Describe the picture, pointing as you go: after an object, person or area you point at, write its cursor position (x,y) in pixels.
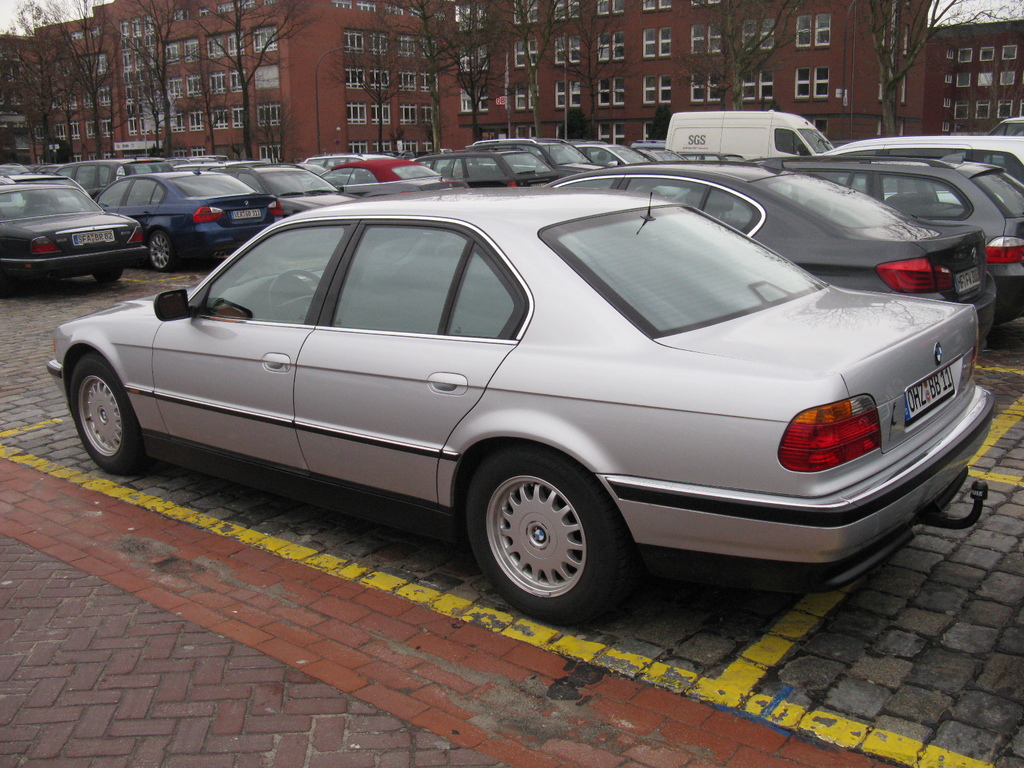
In this image I can see number of cars (587,297) which are silver, black, red and blue in color on the ground (459,549) and I can see a van (764,115) which is white in color. In the background (370,113) I can see a building (356,116) which is brown and white in color, few trees (153,97) and the sky (7,30).
